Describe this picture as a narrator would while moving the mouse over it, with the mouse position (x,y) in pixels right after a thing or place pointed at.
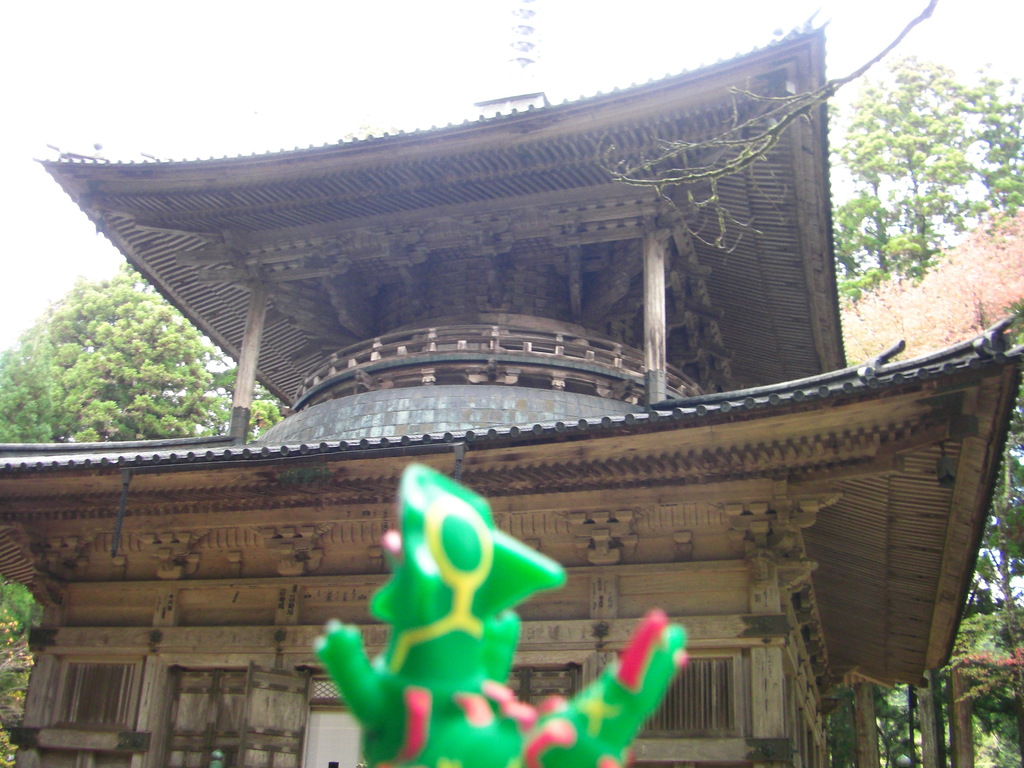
In the image there is a temple (365,362) in the front (555,351), behind it there are trees (891,320), it seems to be a toy (364,669) in the middle (458,496) and above its sky (481,53).
